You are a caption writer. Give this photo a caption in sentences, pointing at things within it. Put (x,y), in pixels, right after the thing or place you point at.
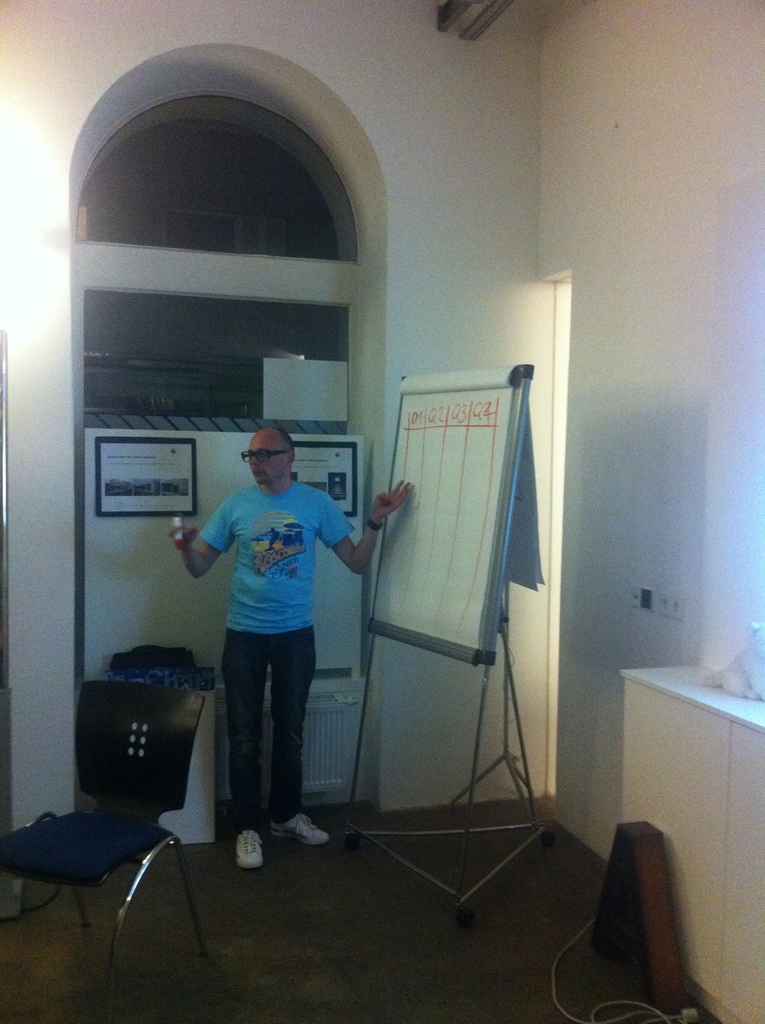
In this image I can see the person (205,558) standing and holding some object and the person (293,556) is wearing blue and black color dress (308,556) and I can also see the board (428,436) and something is attached to the wall (199,481) and the wall (474,175) is in white color.
